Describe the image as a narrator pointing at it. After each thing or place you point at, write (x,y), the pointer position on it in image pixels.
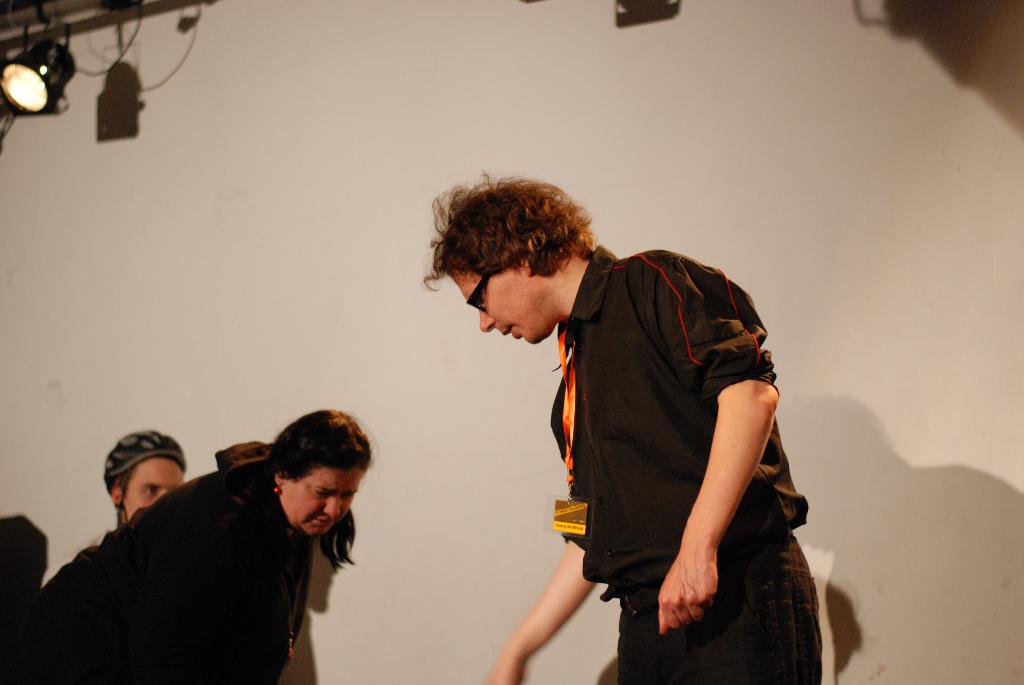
In this image I can see people (618,502) among them this man (567,383) is standing and wearing spectacles (476,297). In the background (226,207) I can see a wall (247,220) and a stage light (49,88).
